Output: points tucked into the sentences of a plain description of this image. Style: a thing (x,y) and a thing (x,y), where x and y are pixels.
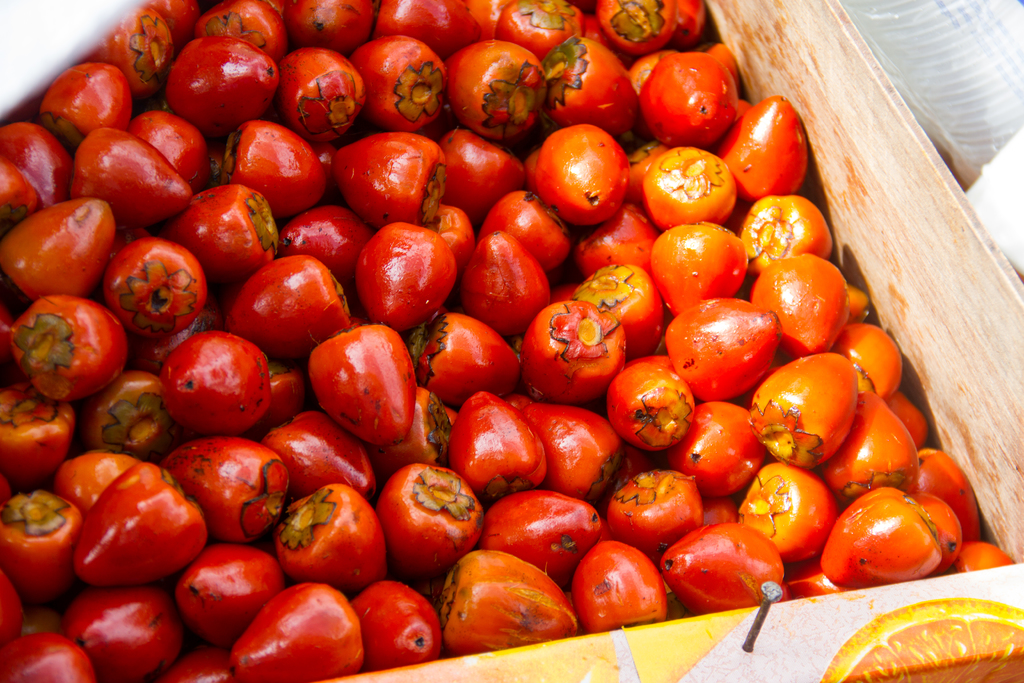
In this image, we can see some peach palms (525,362) in a container (945,194).
